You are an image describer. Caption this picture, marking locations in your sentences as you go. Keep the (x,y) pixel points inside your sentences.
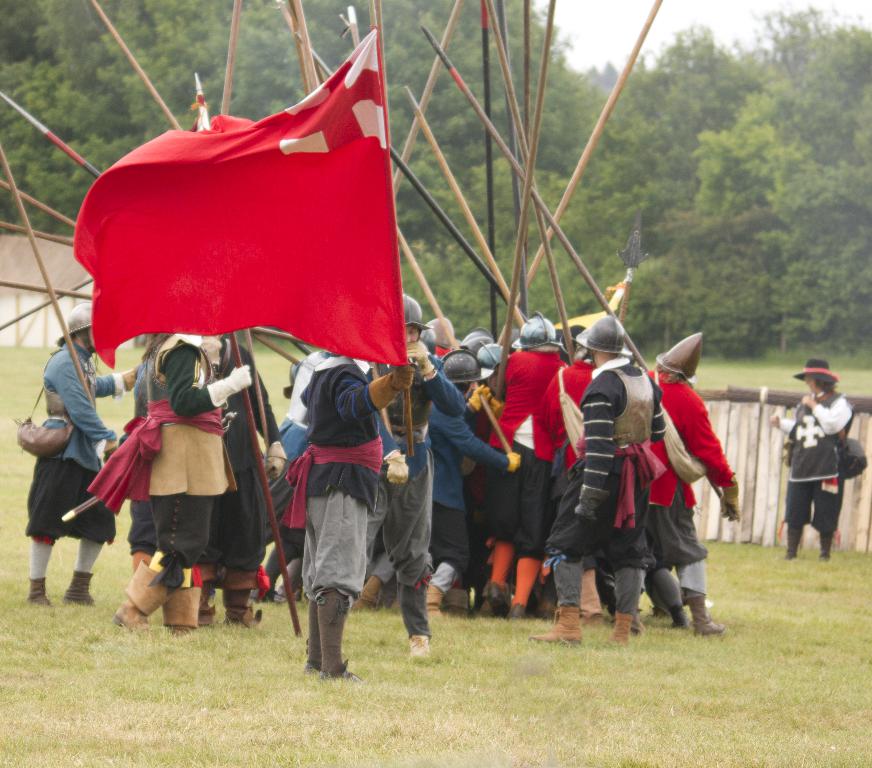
There is a group of persons (432,450) standing and holding some sticks (529,158). The person (340,488) standing in middle (338,468) is holding a flag (316,227). There is a fencing (747,455) on the right side of this image (749,456). There are some trees (212,76) in the background (605,224).
